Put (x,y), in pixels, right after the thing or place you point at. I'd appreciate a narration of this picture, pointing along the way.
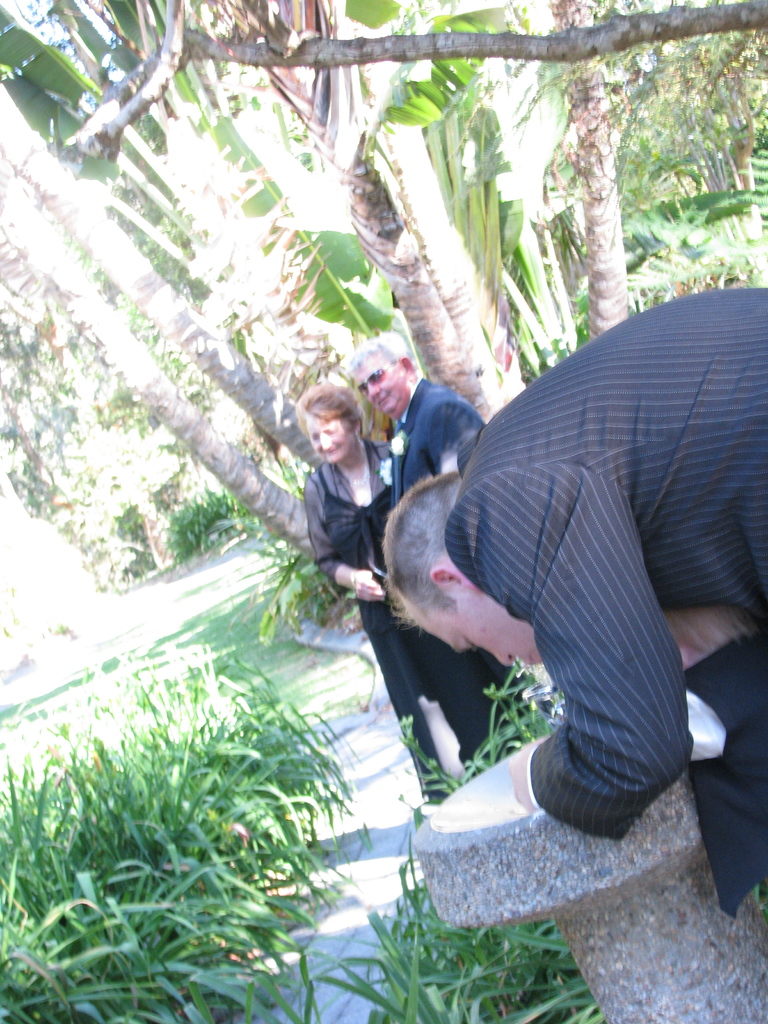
In this image I can see there is a person (680,636) standing on the right side (758,606) and there are two people (360,474) standing behind him. There are a few plants (278,850) and trees (180,325) in the background (335,149).
